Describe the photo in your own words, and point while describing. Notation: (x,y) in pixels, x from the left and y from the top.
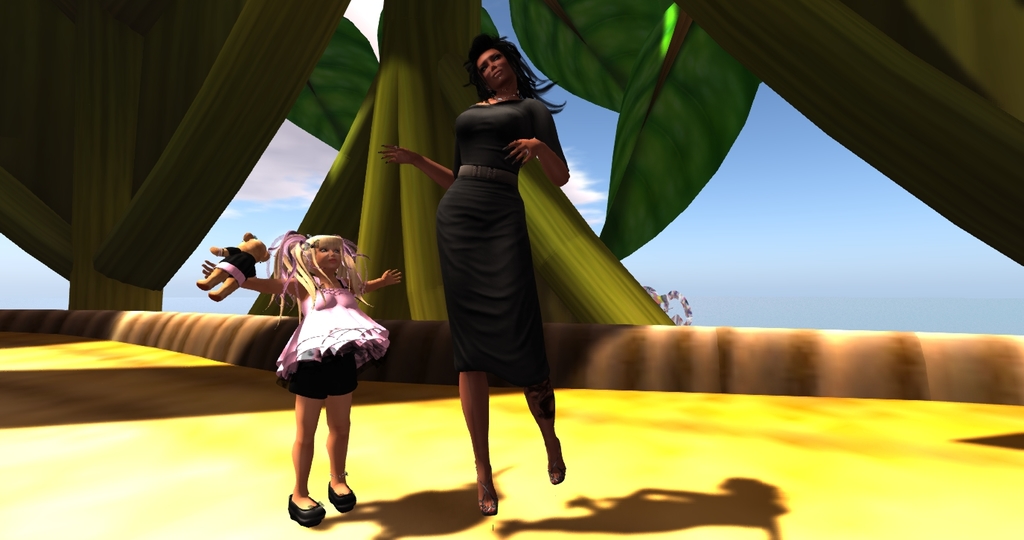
This picture describes about animation, in the animation we can find a woman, a girl (285,284) and a toy (262,247).
